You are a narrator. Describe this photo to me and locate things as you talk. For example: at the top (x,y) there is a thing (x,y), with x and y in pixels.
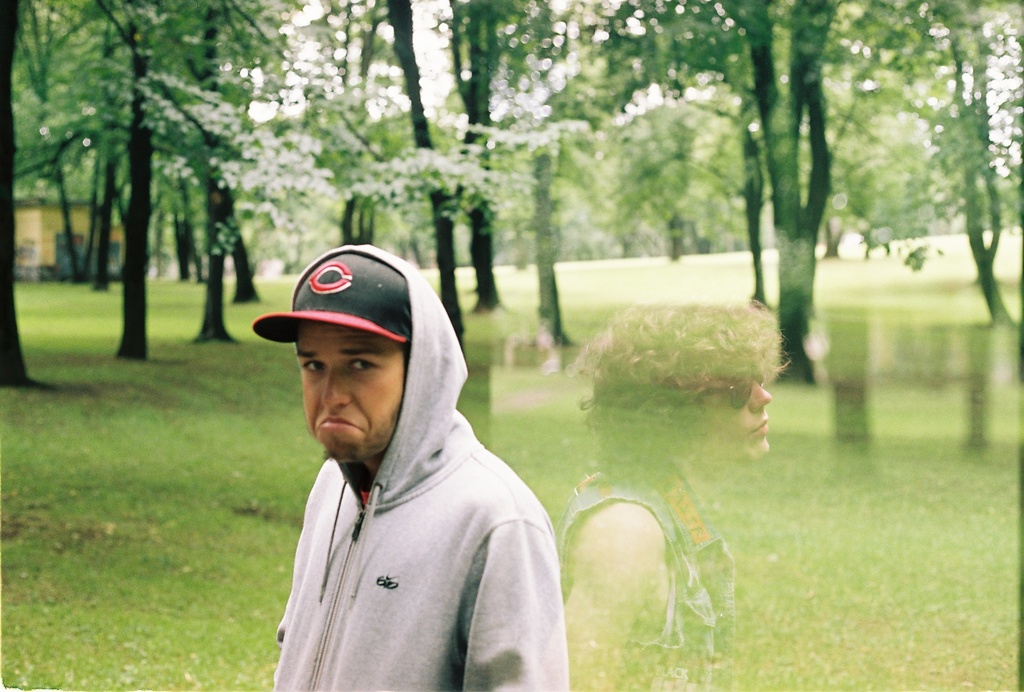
In the center of the image (401,300) there is a man (422,570). In the background (94,215) we can see trees (398,165), grass (125,431), house (41,239) and sky (439,54).
